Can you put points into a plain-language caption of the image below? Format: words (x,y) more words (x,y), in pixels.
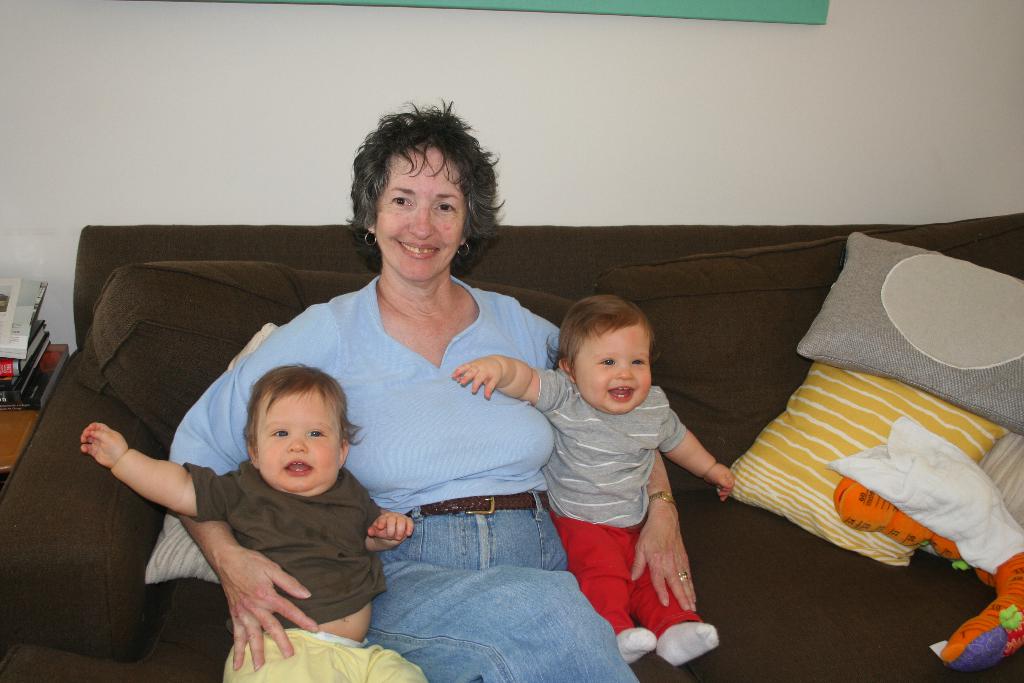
In this image we can see there is a sofa (107,402). On the sofa (121,381) there is a woman (429,432) and two kids (327,525), beside them there are pillows (925,348) and some toys (991,604). On the left side of the image (10,419) there is a table (7,438). On the table (17,430) there are some books (15,356). In the background (167,101) there is a wall (796,127).
